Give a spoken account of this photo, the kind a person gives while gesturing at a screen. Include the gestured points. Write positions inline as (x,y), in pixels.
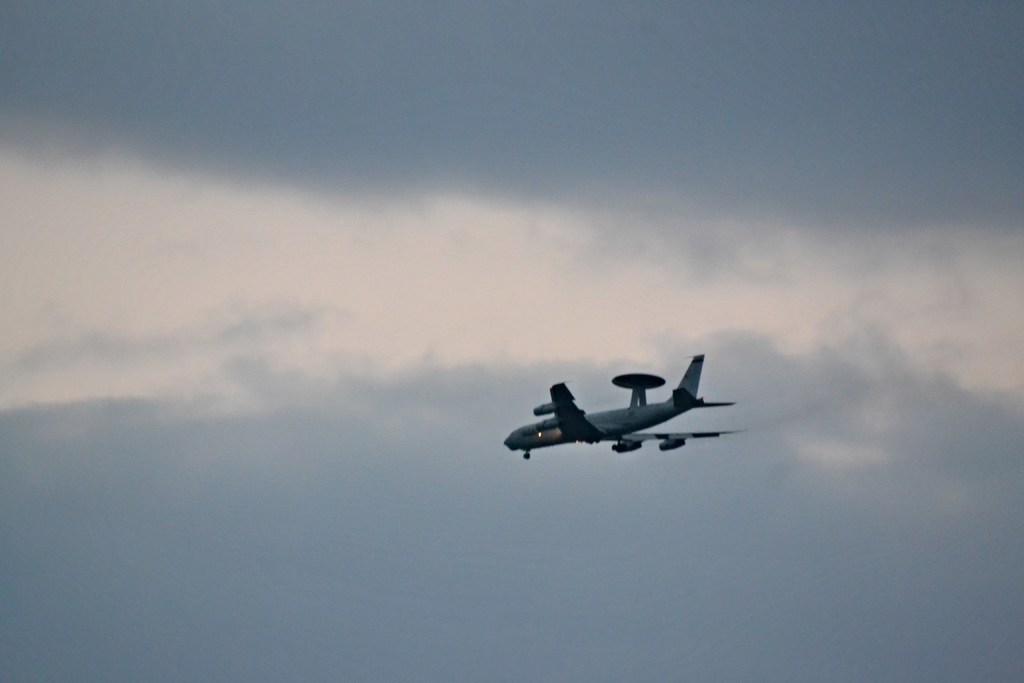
In this picture, we see the airplane (635,404) is flying in the sky (744,391). In the background (562,533), we see the clouds (539,279) and the sky (632,208), which is blue in color.
